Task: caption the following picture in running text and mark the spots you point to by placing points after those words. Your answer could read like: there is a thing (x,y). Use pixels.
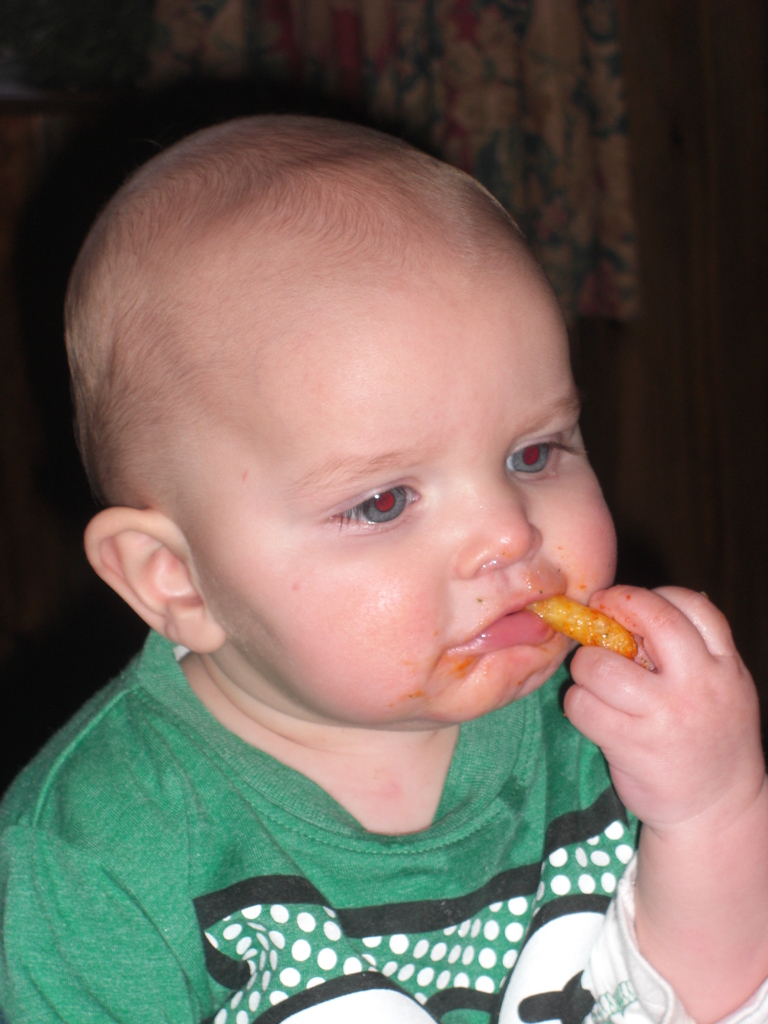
There is a kid (135,663) wearing green dress (333,874) is holding and eating an edible (606,625) which is in his hand (656,639).
